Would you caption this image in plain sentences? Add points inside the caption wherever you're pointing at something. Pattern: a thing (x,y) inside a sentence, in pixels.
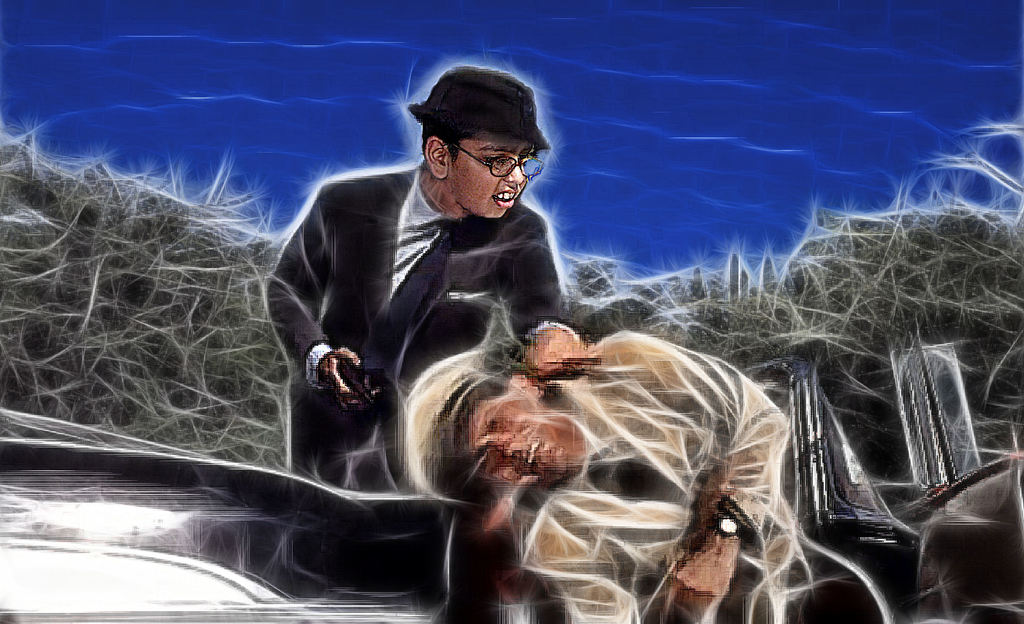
This is an animated image, in this picture we can see people (668,371) and objects (928,544). In the background of the image (360,121) it is blue.
